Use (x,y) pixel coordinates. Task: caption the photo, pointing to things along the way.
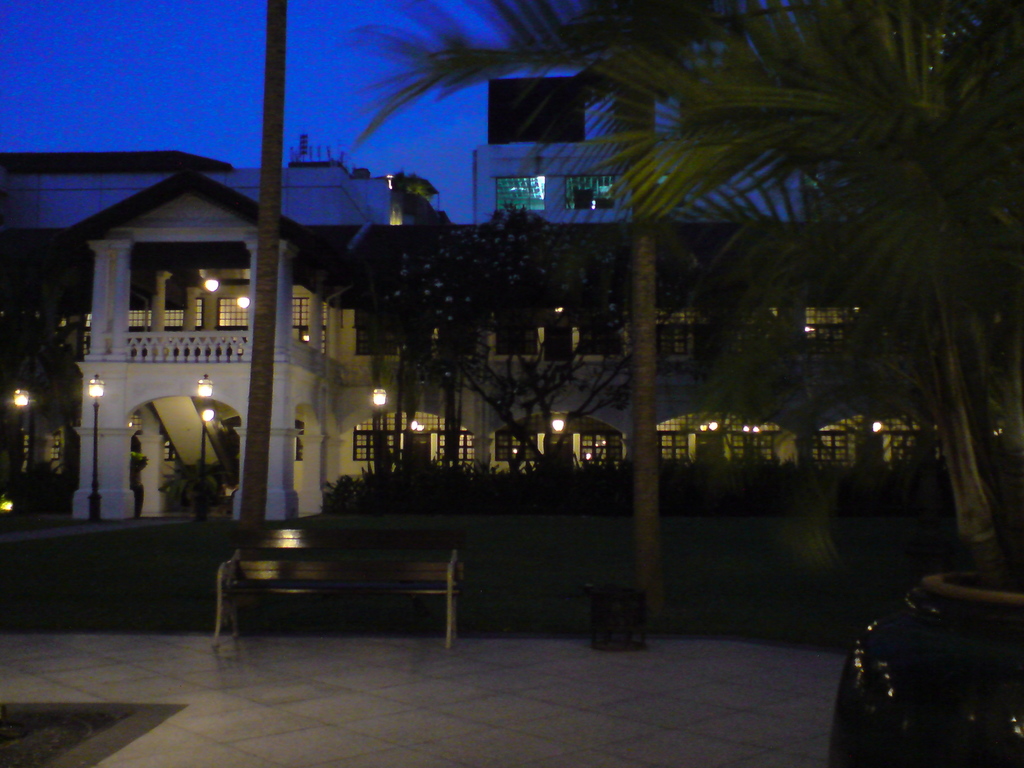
In the center of the image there is a bench (264,574). There is a bin (618,602). At the bottom of the image (369,715) there is floor (532,715). In the background of the image (497,424) there is house (288,221). There are trees (619,289). There is grass (730,573). At the top of the image (167,78) there is sky (134,78).
